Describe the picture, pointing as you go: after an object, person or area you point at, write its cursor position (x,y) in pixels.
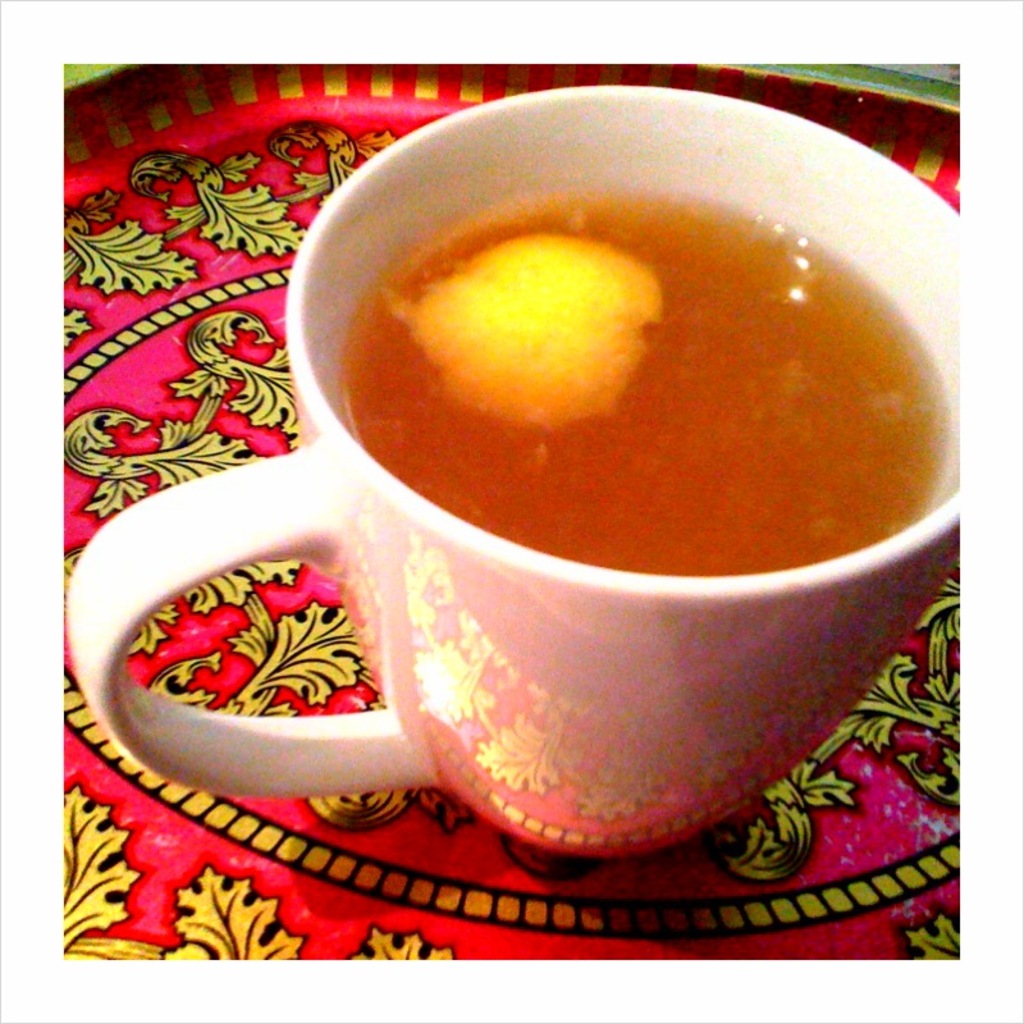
In this image, I can see a cup (570,753) with liquid (723,460), which is on an object (255,377).
